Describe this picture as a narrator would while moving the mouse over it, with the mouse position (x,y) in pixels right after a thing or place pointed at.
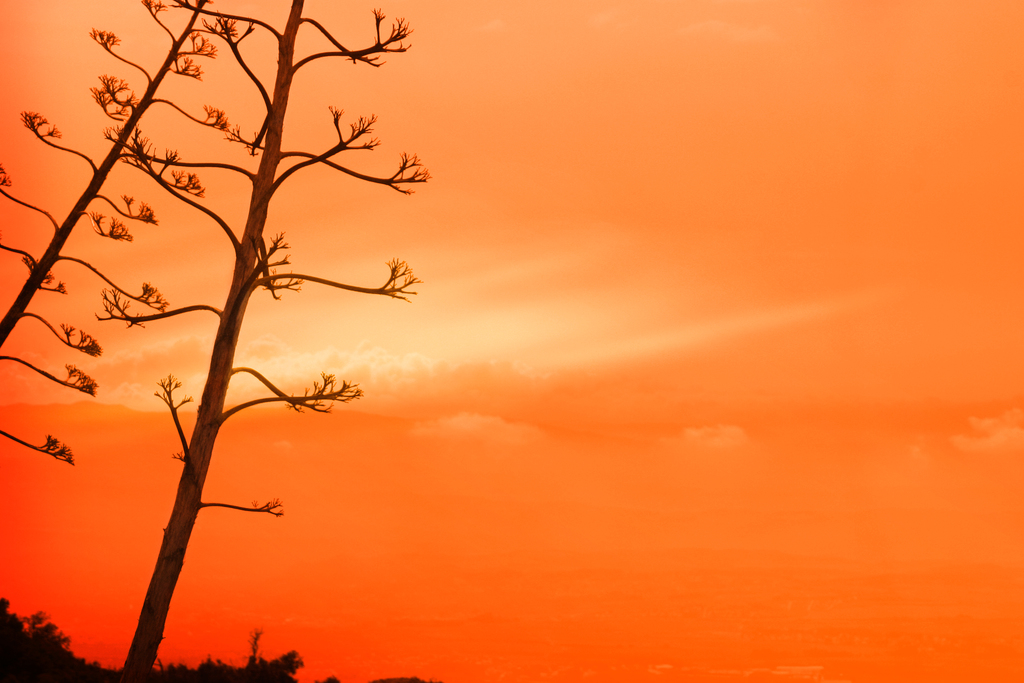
In the left side of the image (36,668) there are some trees (208,446). In the middle of the image (398,233) there are some clouds (197,353) and sky (874,171).
